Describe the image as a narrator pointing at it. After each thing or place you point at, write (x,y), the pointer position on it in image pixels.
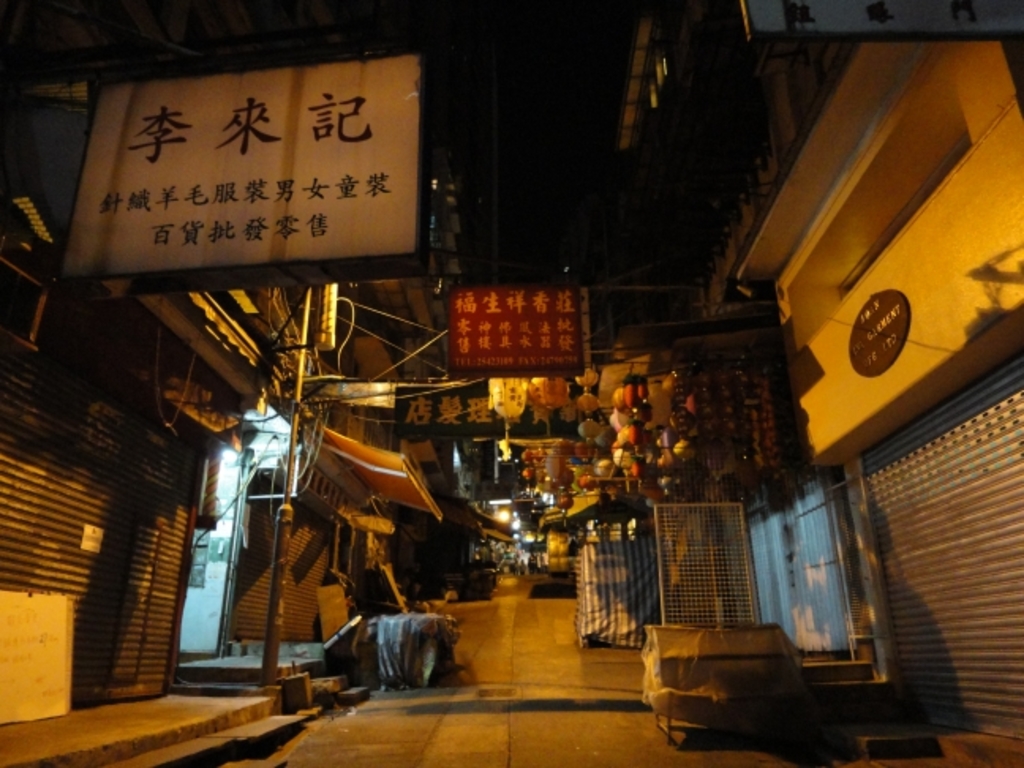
In this image there are buildings (843,314), poles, name boards (295,219), paper lanterns (615,391), lights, sky (569,98).
